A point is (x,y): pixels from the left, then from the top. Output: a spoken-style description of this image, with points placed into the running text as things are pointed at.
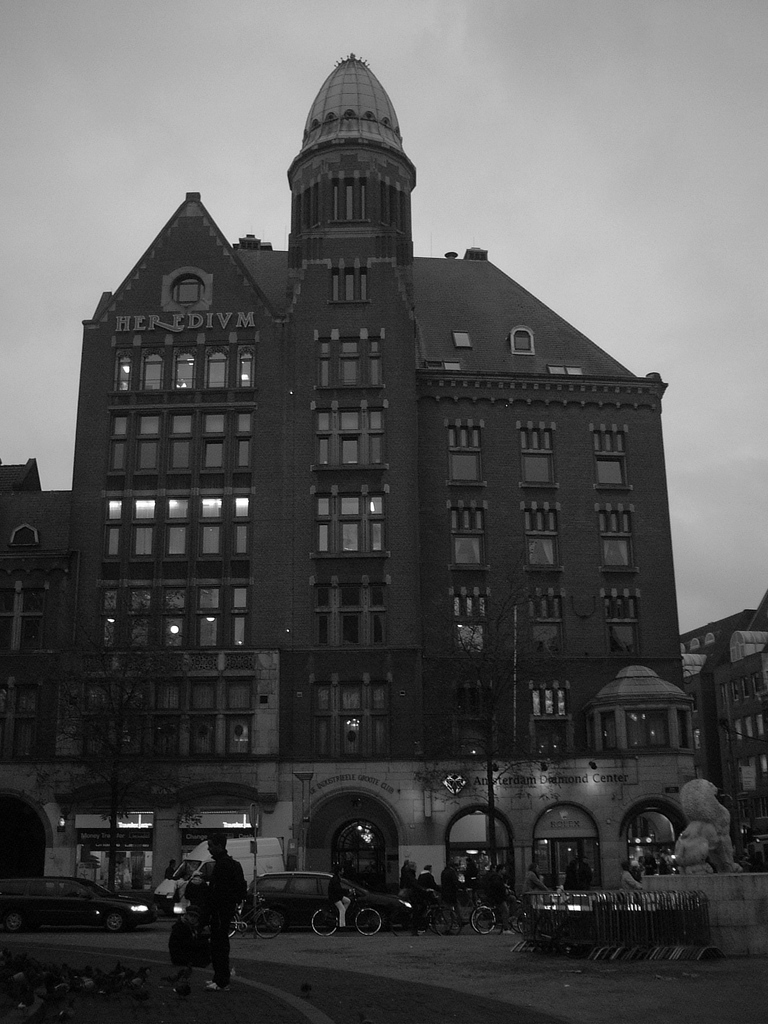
In this image we can see the buildings (555,645), trees (80,656), lights (173,628) and also the vehicles (292,892). We can also see the people (577,873), birds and also the sculpture (693,855) on the right (698,814). In the background (46,11) we can see the sky (449,100) and at the bottom (437,984) we can see the road (416,975).
